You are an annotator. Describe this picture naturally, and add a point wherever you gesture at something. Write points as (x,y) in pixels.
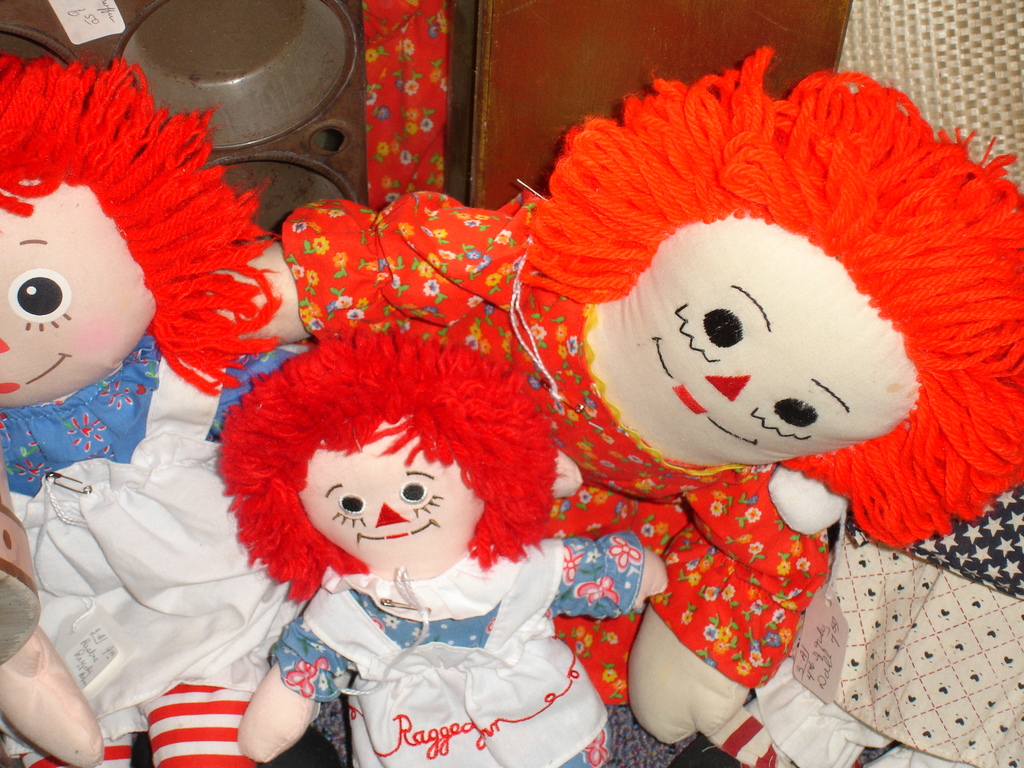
In this image we can see there are some toys (335,563), back of the toys (312,468) there are some objects (499,102) placed on the floor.
